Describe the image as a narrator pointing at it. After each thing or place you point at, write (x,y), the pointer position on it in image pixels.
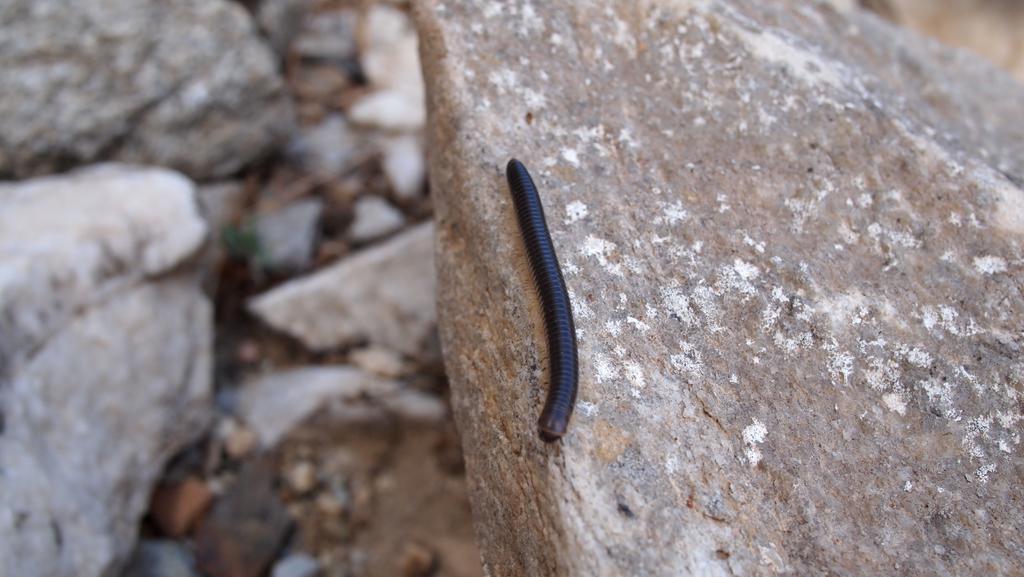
In this image there is an insect (549,321) on the rock (724,286). To the left (165,338) there are rocks (177,305) on the ground (220,295).
